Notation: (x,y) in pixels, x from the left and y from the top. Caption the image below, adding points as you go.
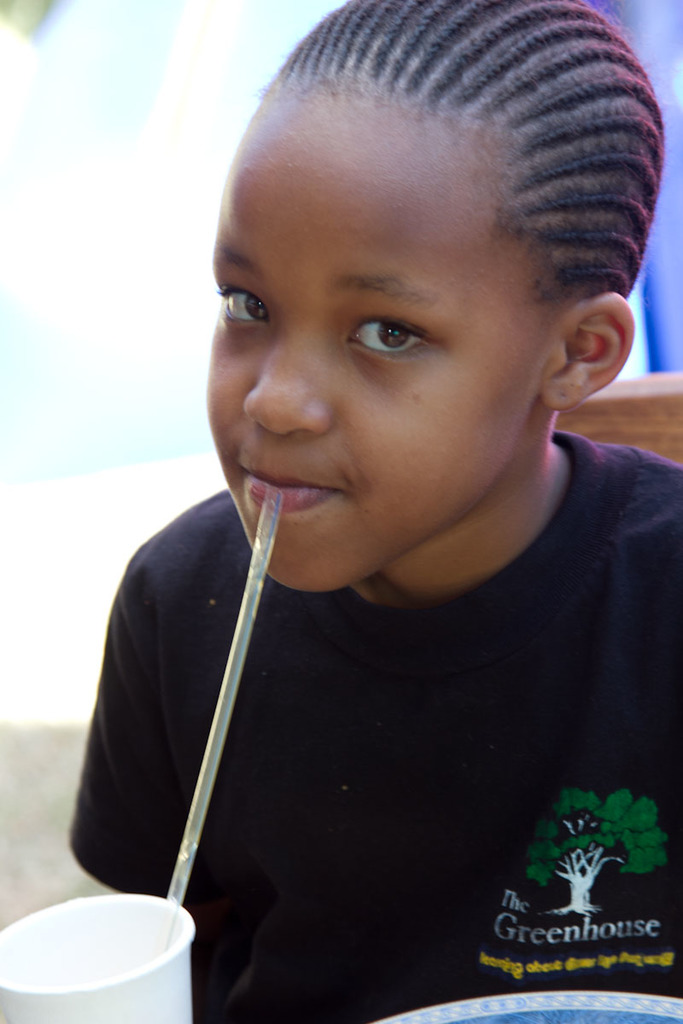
This is the picture of a kid (279,728) in black tee shirt (285,821) who is drinking something with the straw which is in the glass (65,947).
